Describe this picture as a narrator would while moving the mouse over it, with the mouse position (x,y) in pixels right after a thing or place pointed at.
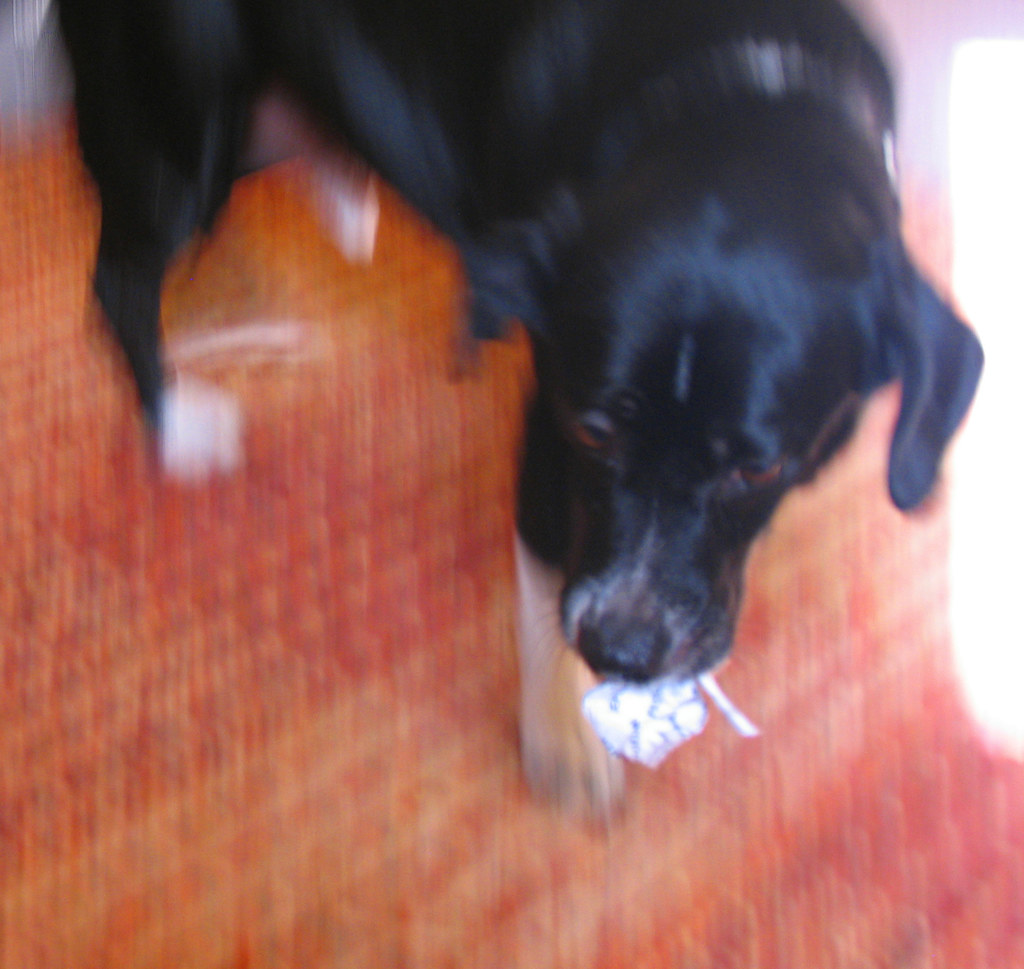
This is a zoomed in picture. In the center (629,375) there is a black color dog (525,204) holding some item (677,699) in his mouth (682,667) and standing on the ground (391,669).
